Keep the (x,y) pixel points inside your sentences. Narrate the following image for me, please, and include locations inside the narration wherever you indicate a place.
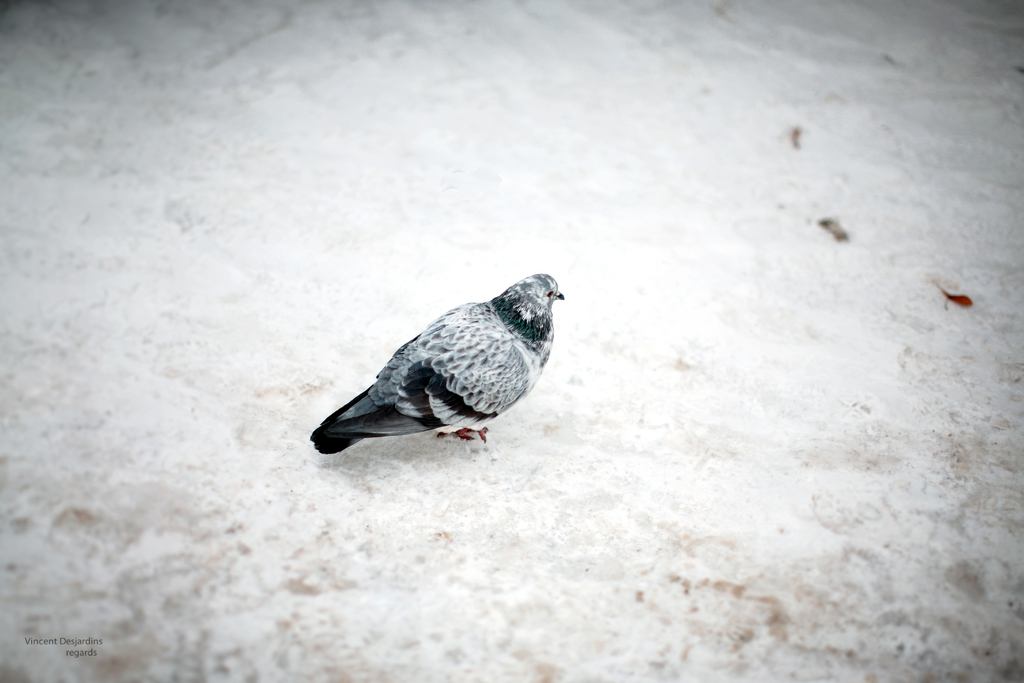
In this image in the center (495,363) there is a bird (457,370).
